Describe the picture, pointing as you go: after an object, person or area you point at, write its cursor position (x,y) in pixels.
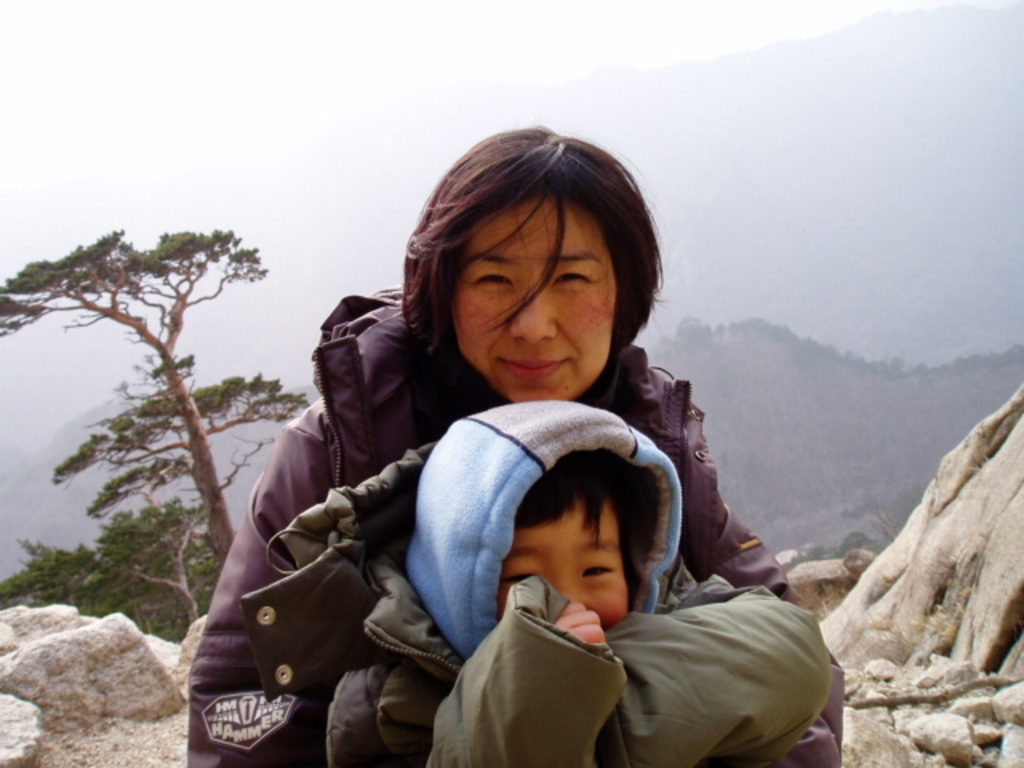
In this image, I can see a woman (508,387) and a kid (565,629) smiling. At the bottom of the image (93,664), I think these are the rocks (862,637). On the left side of the image (187,509), It looks like a tree (103,312) with branches (154,478) and leaves (118,553). In the background (199,383), I think these are the mountains (769,354). At the top of the image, I can see the sky (475,104).
